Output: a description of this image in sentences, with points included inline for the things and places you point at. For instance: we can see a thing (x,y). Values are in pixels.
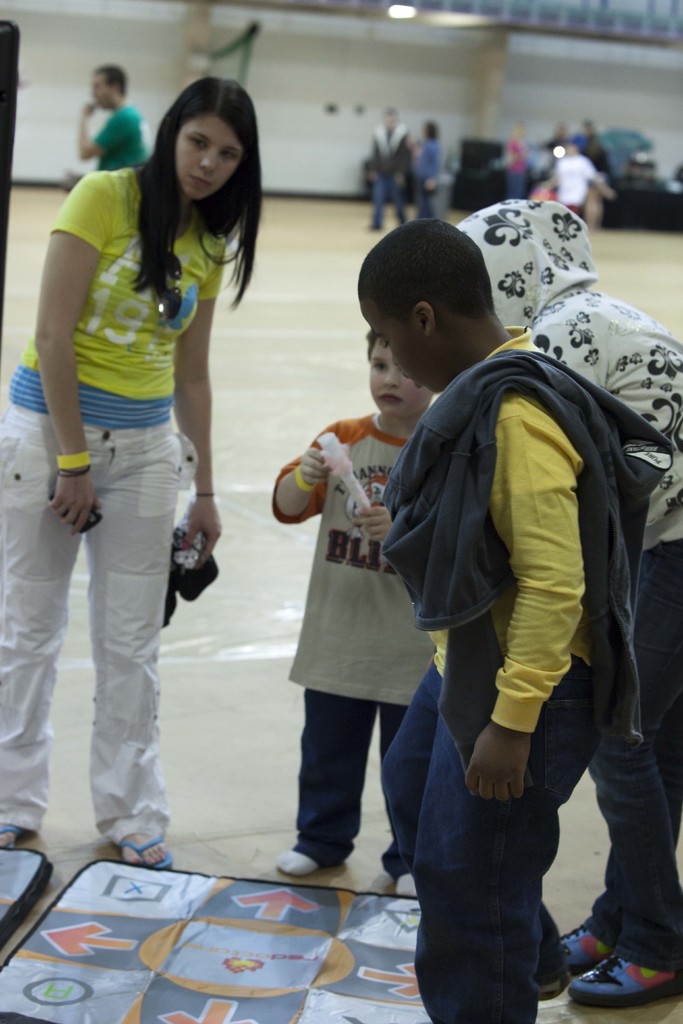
People (117,509) are standing in a hall (666,294). A child (374,716) is holding an object (334,438). There are other people (379,136) at the back (582,174).
